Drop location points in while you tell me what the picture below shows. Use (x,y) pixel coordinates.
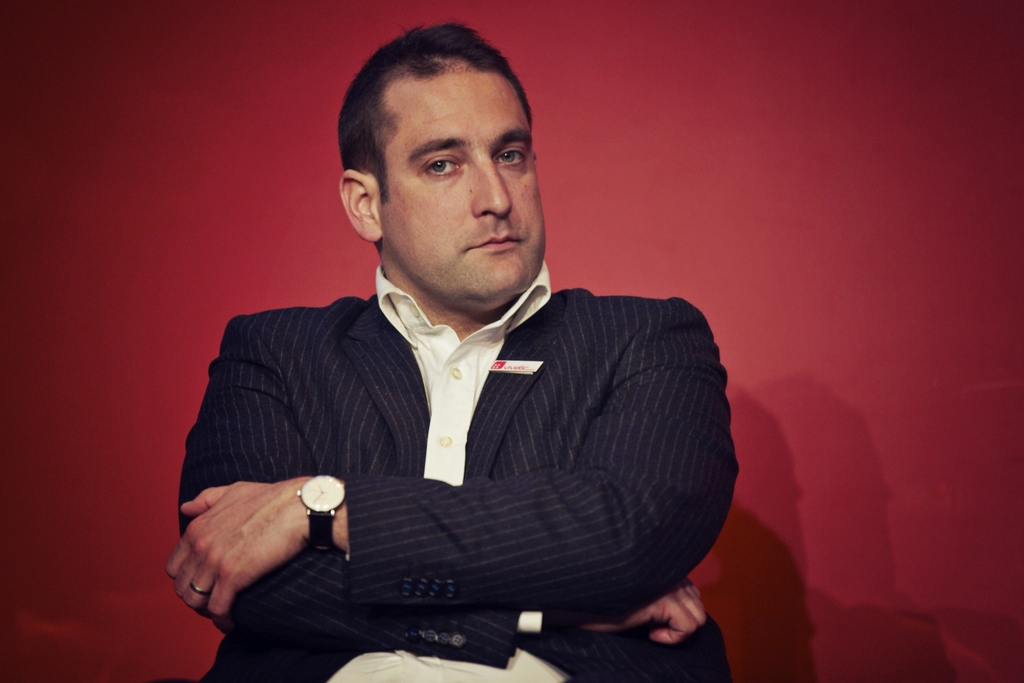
In this image we can see one man (421,354) in a suit (396,492) sitting in the middle of the image (540,378), one badge (515,370) attached to the man's suit (524,379) and there is a red background (881,122).
